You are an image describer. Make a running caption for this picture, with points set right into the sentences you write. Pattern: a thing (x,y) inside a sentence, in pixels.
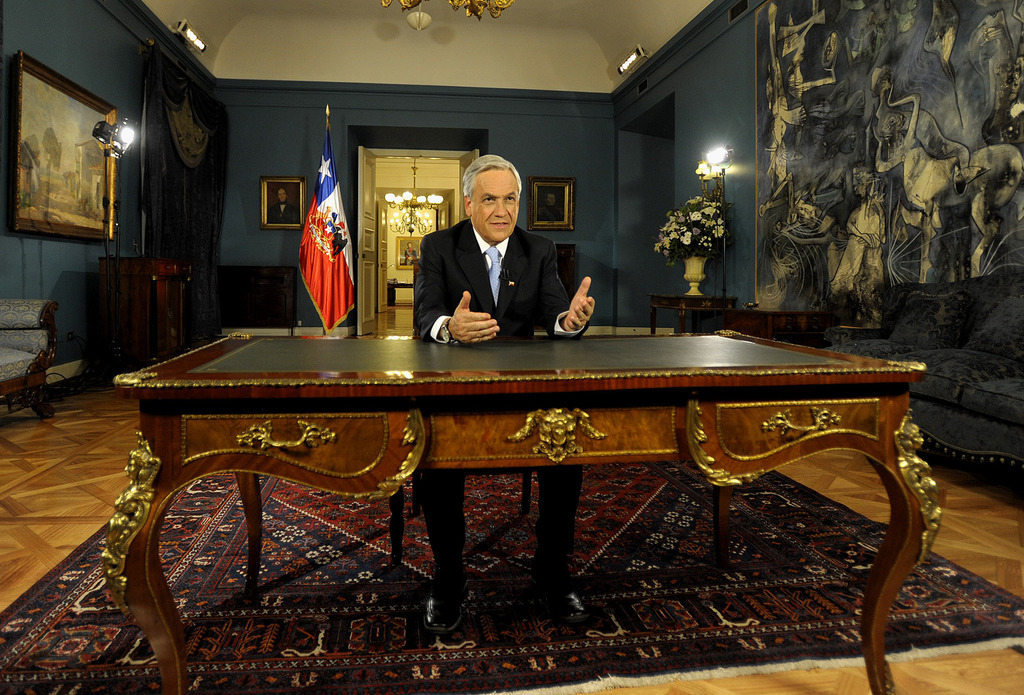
We can see frames (277,196) over a wall (634,167). At the top (480,7) we can see ceiling light (493,3). This is a door (378,233). Here we can see one man (585,309) sitting on a chair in front of a table (514,340) and talking. This is a flag (324,245). Here we can see a flower vase (702,267) on the table (722,308). This is floor (63,493) and a carpet (355,649). Here we can see a sofa (39,346). This is a cupboard (168,294).
